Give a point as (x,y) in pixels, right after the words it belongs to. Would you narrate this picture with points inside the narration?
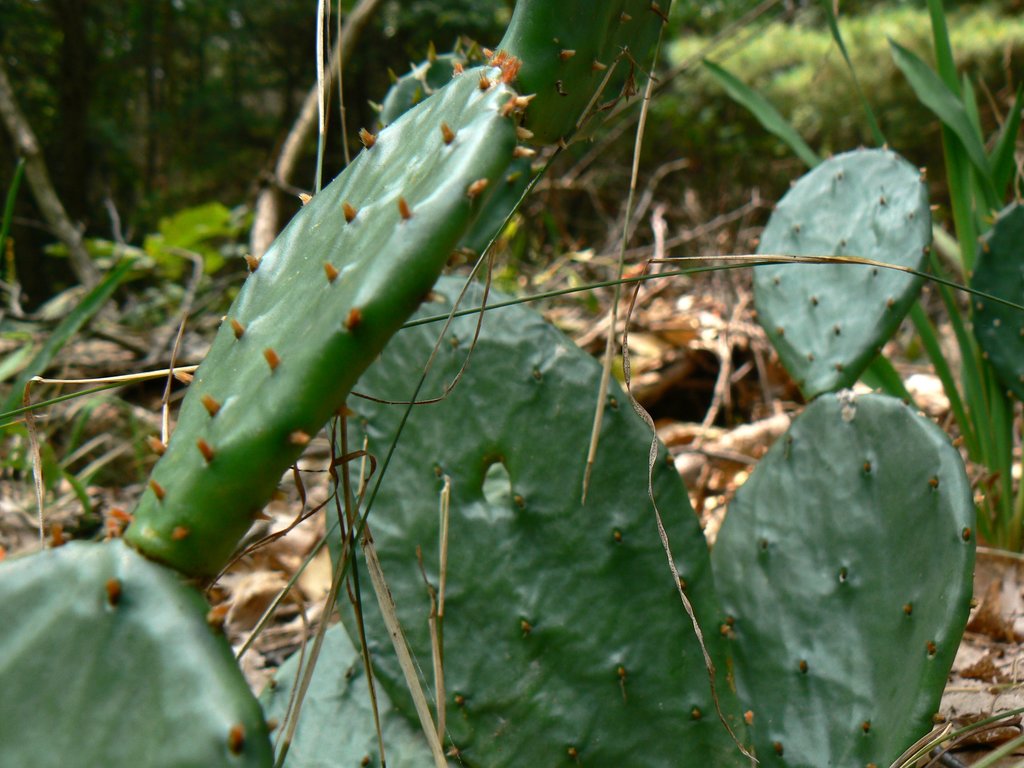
In this image there is a Cactus plant (566,582) towards the bottom of the image (517,549), there are dried leaves (749,352) and twigs (726,321) on the ground (677,450), at the background of the image (164,144) there are trees (689,99), there is a plant (991,413) towards the right of the image (1004,415).
